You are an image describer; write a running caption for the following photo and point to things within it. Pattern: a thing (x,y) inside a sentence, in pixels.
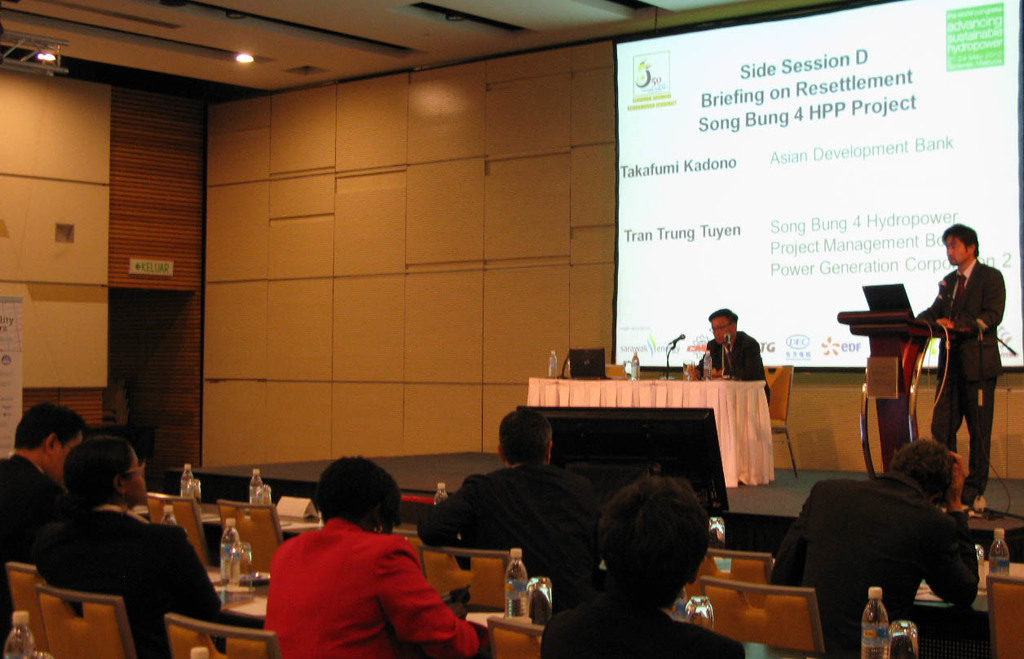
In this image I can see at the bottom (877,518) a group of people (381,554) are sitting, there are water bottles (226,571). In the middle (663,315) a man (696,378) is sitting on the chair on the stage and there is a projector screen (784,206) on the wall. On the right hand side (963,401) a man (962,234) is standing, in the top left hand side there are ceiling lights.
